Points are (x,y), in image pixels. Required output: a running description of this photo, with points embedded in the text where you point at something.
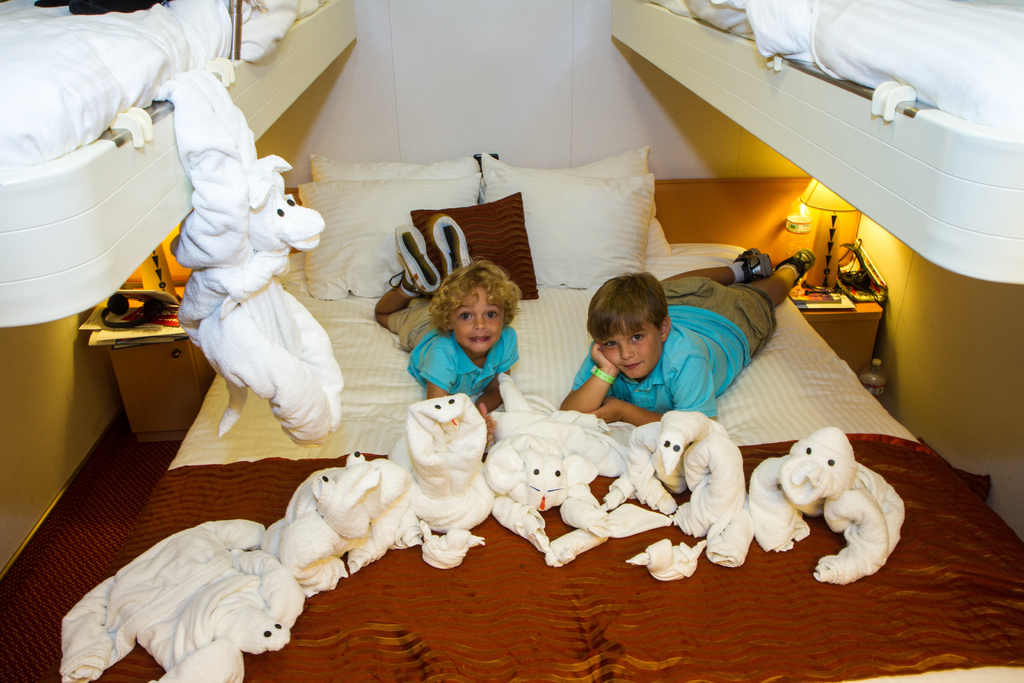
In this picture at the top (108,156) we can see two berths (948,88). At the bottom (484,577) we can see a bed (466,577) on which two kids (487,328) lying and posing with their towel animals (764,487). At the right side (821,276) corner we have a bed lamp (833,232) and at the left side (183,337) corner we have a telephone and a table (150,345).
